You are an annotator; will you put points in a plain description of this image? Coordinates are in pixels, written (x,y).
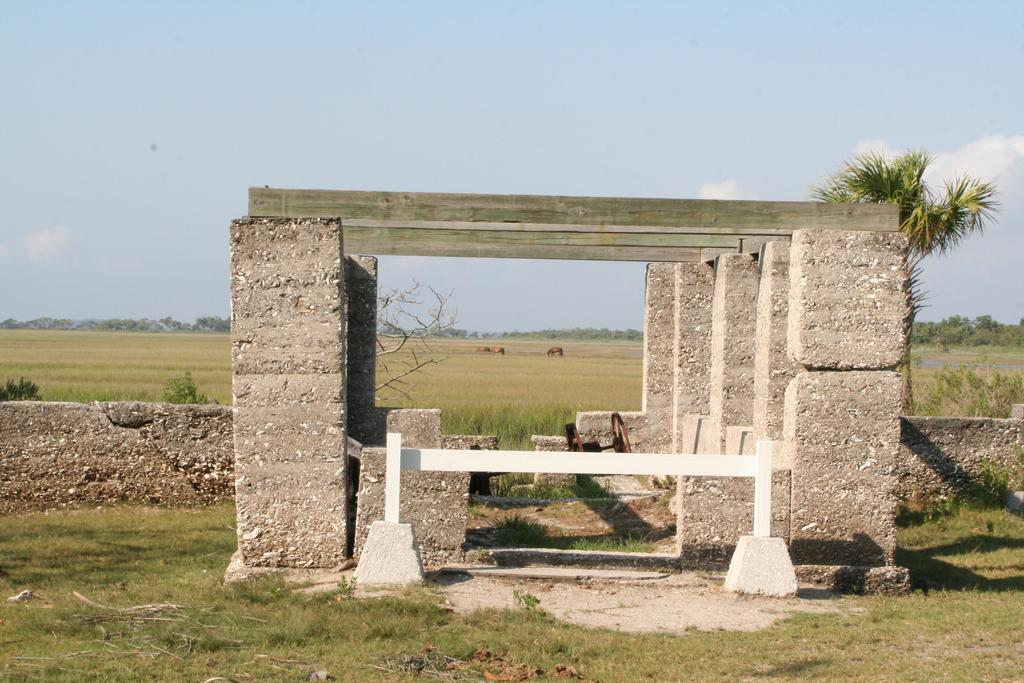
In this image I can see an open grass ground (495,376) and on it I can see a white colour hurdle (745,459), a brown colour thing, number of stone pillars (668,395) and the stone wall (930,461). On the top of the pillars (274,273) I can see few wooden things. In the background (977,366) I can see number of trees (944,213), few plants (26,384), clouds (1020,166) and the sky (404,118).
